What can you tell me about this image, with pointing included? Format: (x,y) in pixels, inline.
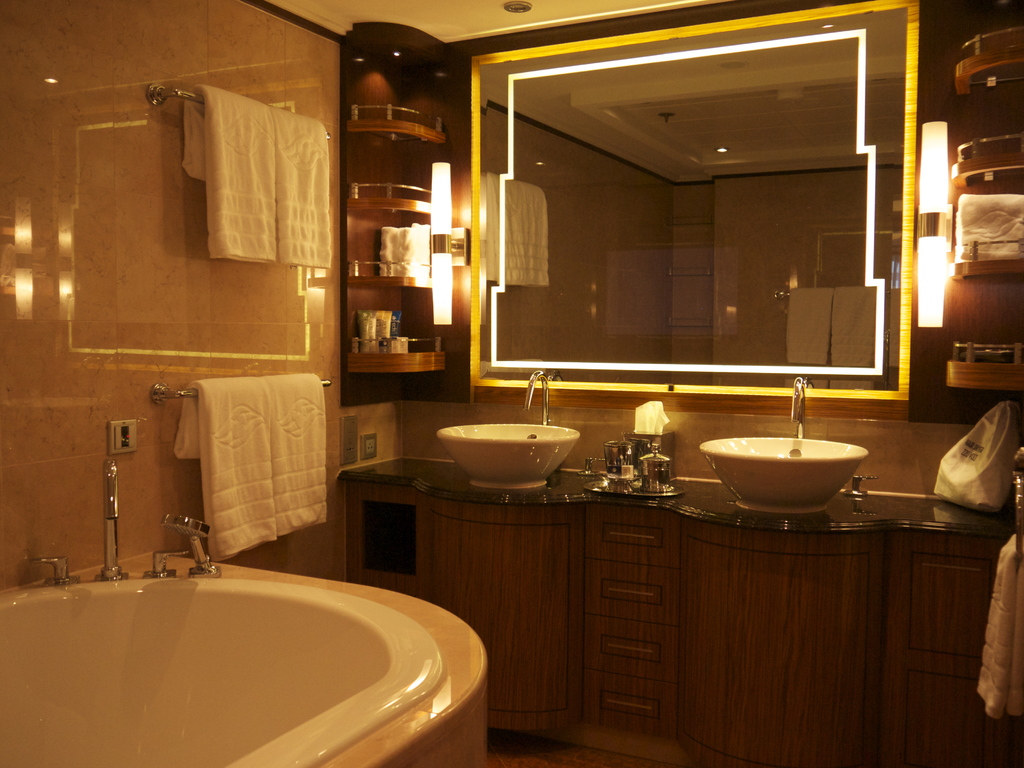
In the picture I can see a bath tub (299,639) which has taps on it, white color towels (228,405), a mirror (502,250), lights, wash basins (814,454) which has taps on them and some other objects (615,594). This is an inside view of a bathroom (435,602).
